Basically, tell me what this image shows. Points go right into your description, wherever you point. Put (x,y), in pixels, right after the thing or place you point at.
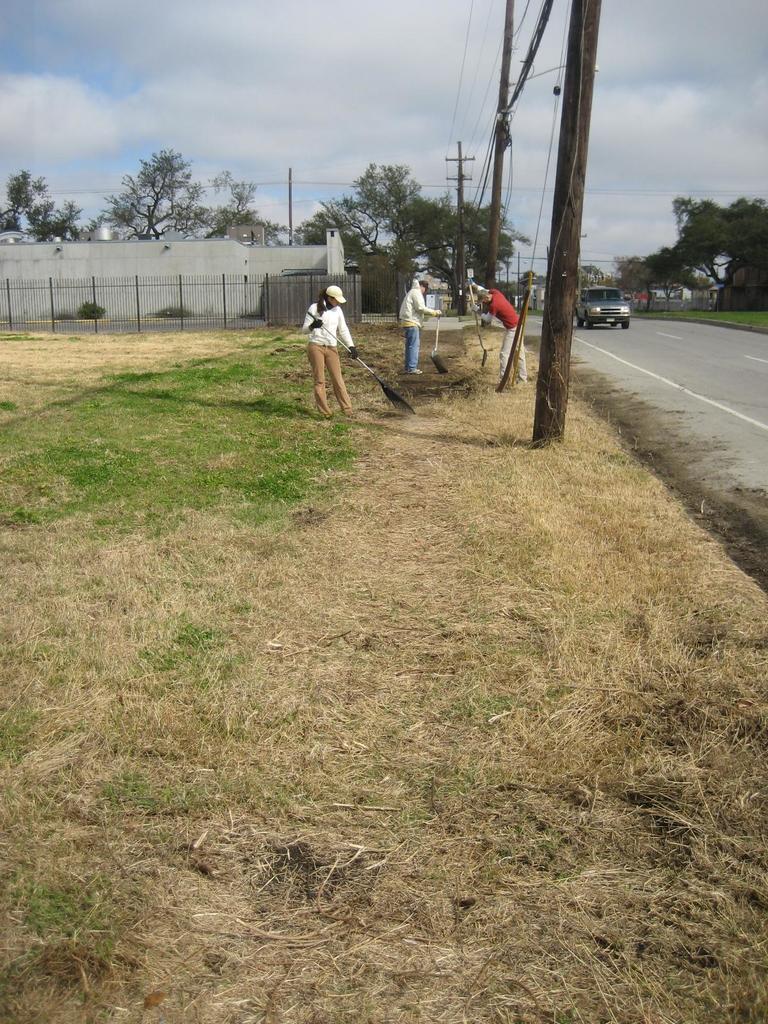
This picture describes about group of people (509,307), they are cleaning the field (358,398), beside to the persons (506,329) we can find few poles (568,345) and a vehicle (596,320) on the road (692,394), in the background (434,254) we can see fence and trees (383,259).
